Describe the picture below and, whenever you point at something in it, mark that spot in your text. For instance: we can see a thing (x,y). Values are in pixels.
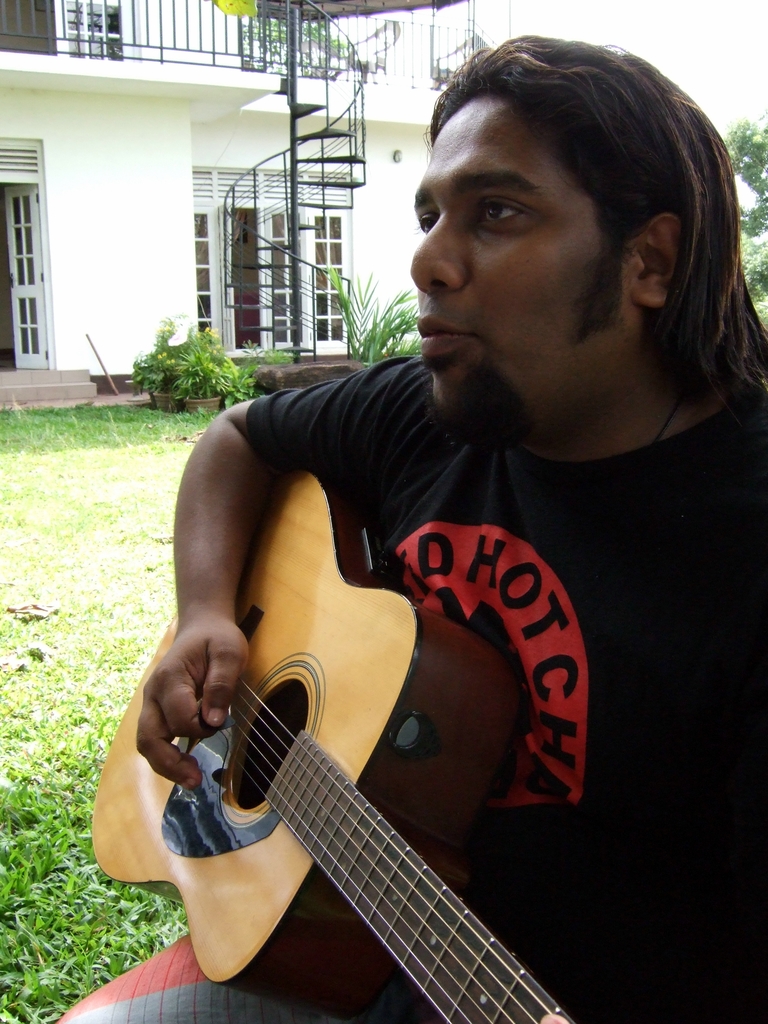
This person (731,813) sitting and playing guitar (298,968). On the background (263,175) we can see house (12,56), plants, tree (759,250). This is grass (123,661).
